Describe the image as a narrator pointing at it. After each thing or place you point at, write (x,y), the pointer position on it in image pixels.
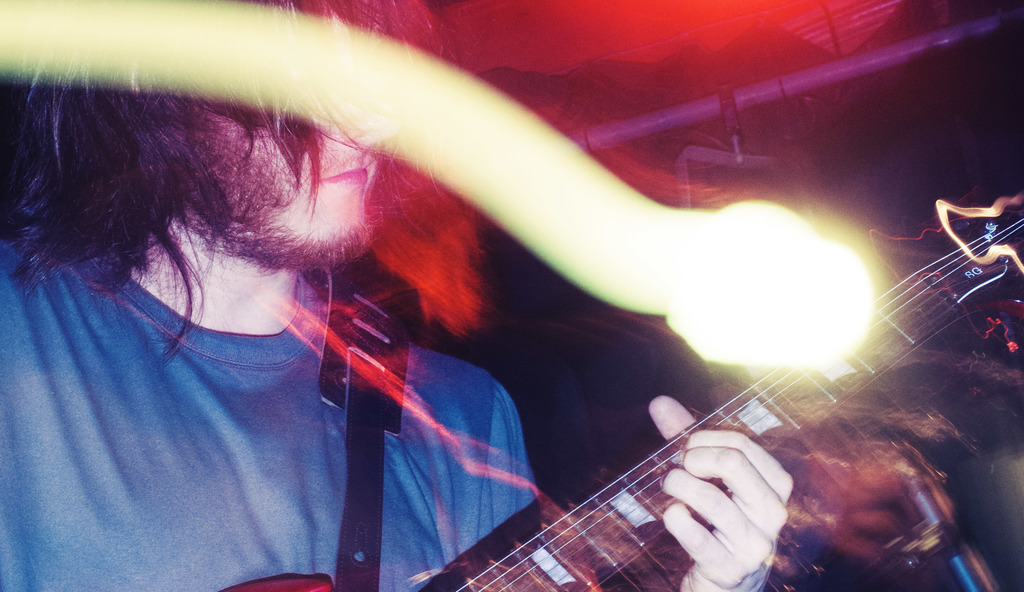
In this picture there is a boy (463,404) who is standing at the left side of the image (262,417), by holding the guitar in his hands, and there are spotlights (556,165) above the stage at the right side of the image (686,325).
